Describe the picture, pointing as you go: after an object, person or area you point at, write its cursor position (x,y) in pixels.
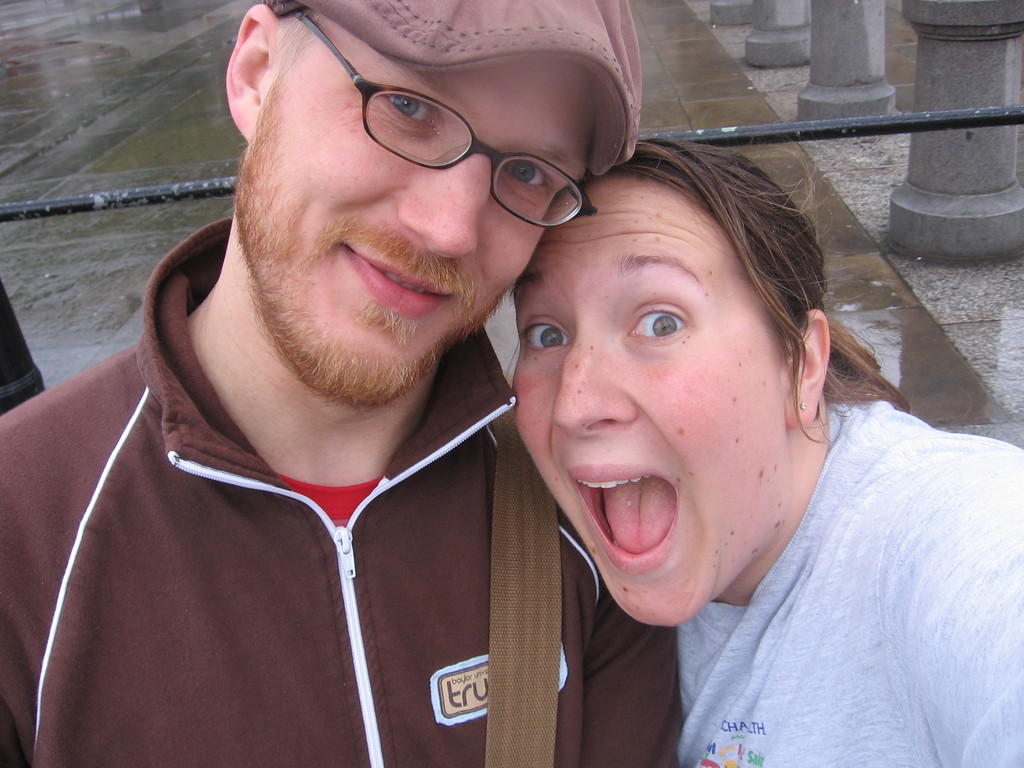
In this image we can see a man (436,464) and a woman (723,545). In the background (128,209) we can see water (83,282) and pillars (847,107).
